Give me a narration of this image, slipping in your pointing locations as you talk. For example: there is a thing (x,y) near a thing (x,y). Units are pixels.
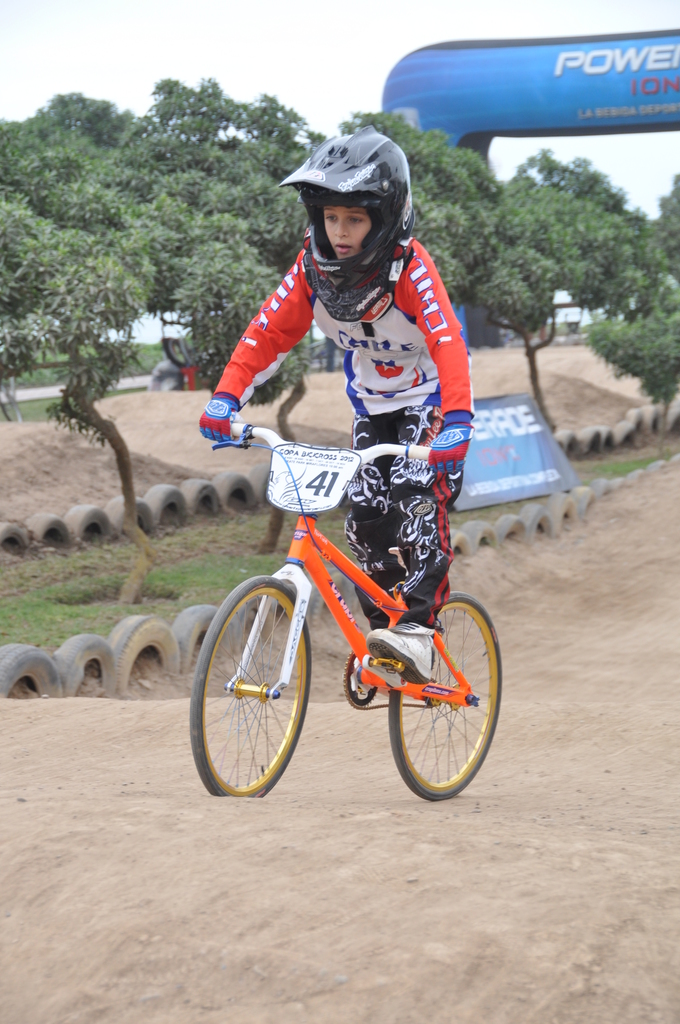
In the foreground of this image (313,573), there is a boy (392,456) riding bicycle (357,676) wearing a helmet (381,222). In the background (180,490), there are tyres (137,506), trees (174,125), a banner (505,407), sky (289,38) and an inflatable object (514,81).
